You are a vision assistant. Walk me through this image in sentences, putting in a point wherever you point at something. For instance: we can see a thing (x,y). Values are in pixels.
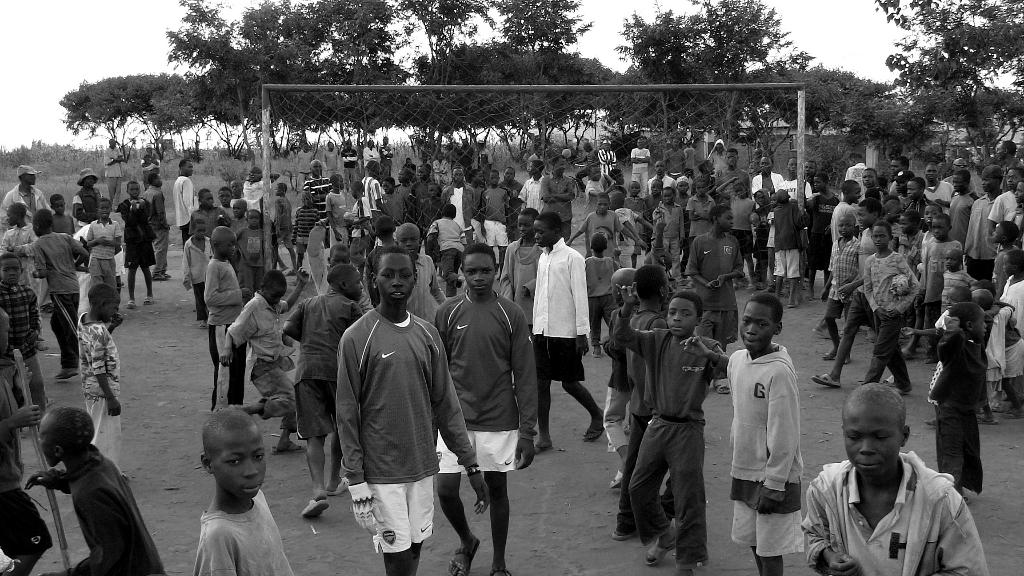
It is a black and white image. In this image we can see many people (472,253). We can also see the players (381,288) on the ground (544,497). In the background (629,125) we can see the fencing net (705,125), trees (557,118), grass (67,161) and also the sky (827,25).
